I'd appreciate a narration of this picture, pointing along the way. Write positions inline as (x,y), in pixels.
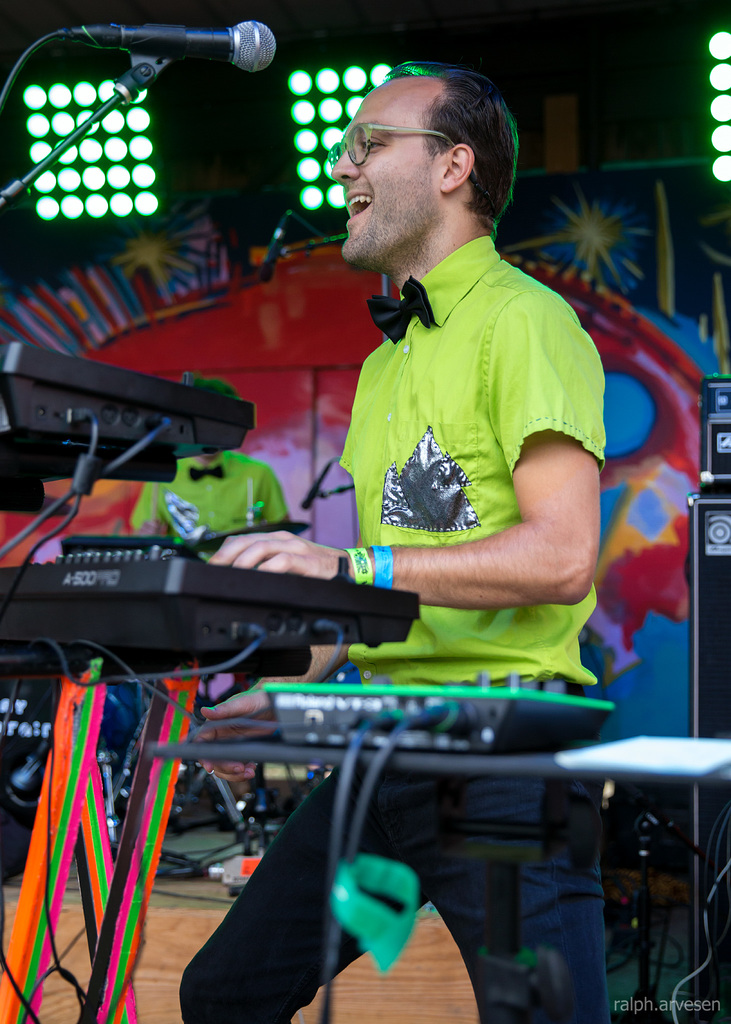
A person (448,473) is present wearing a green shirt (409,430) and a black bow (392,319). He is wearing spectacles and hand bands (361,575). There are musical instruments (242,619) and a microphone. There is another person (210,532) at the back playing drums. There is a painted background (646,344) and lights (123,135) above it.
